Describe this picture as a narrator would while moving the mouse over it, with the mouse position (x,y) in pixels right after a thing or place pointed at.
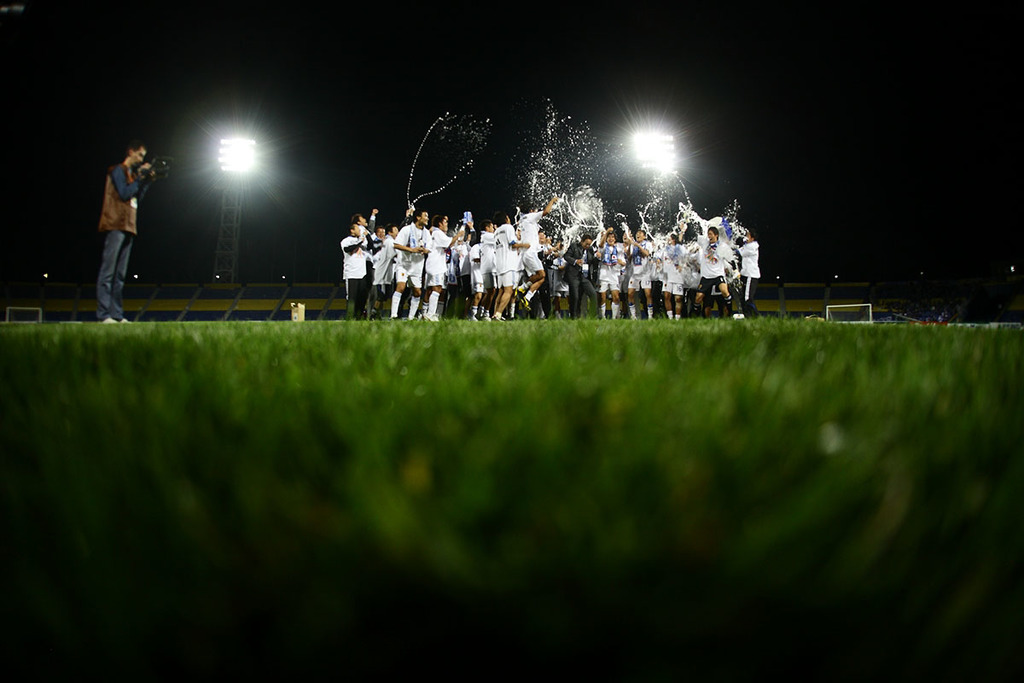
This image consists of many people (472,249) wearing jerseys (351,241). At the bottom (575,514), there is green grass (644,469) on the ground (677,430). It looks like a stadium (1022,442). On the left (114,239), there is a man (128,179) wearing a brown jacket (129,224) is holding a camera (145,177). In the background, there are lights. At the top (411,58), there is sky (424,47). And we can see a person (528,242) jumping in the front (524,290).
